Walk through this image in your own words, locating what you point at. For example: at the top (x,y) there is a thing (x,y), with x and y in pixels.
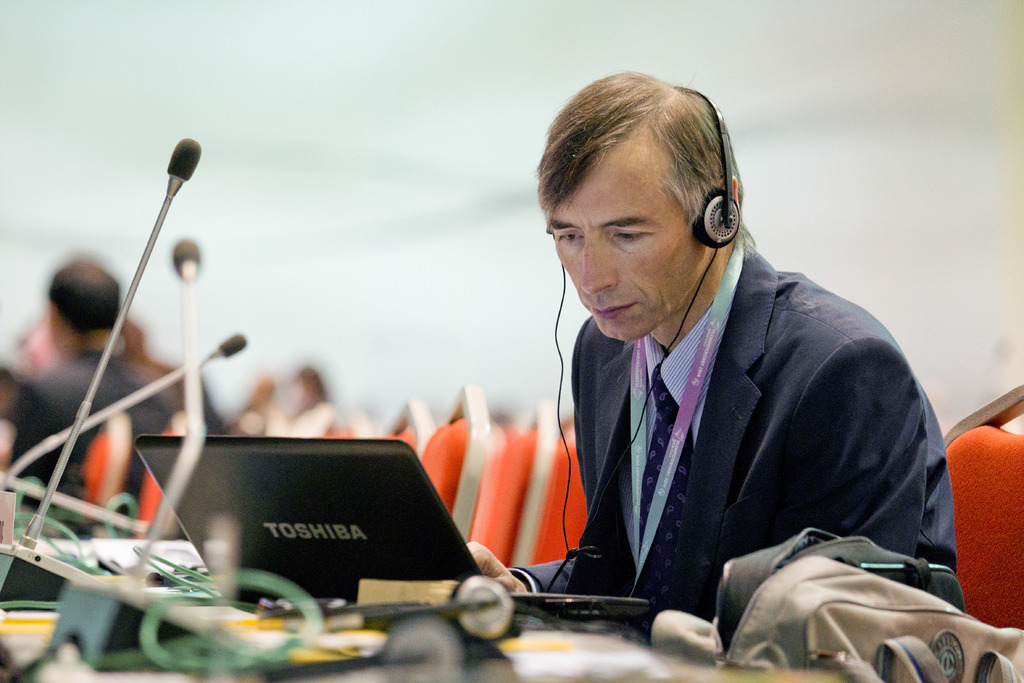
In the picture we can see a man (904,512) sitting in the chair (1013,514) and working on the laptop (408,571) which is on the desk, and we can also see some wires (68,536) and microphone (9,550) and beside him we can also see some chairs (494,504) and some other people (120,340) sitting far away and they are not clearly visible.
